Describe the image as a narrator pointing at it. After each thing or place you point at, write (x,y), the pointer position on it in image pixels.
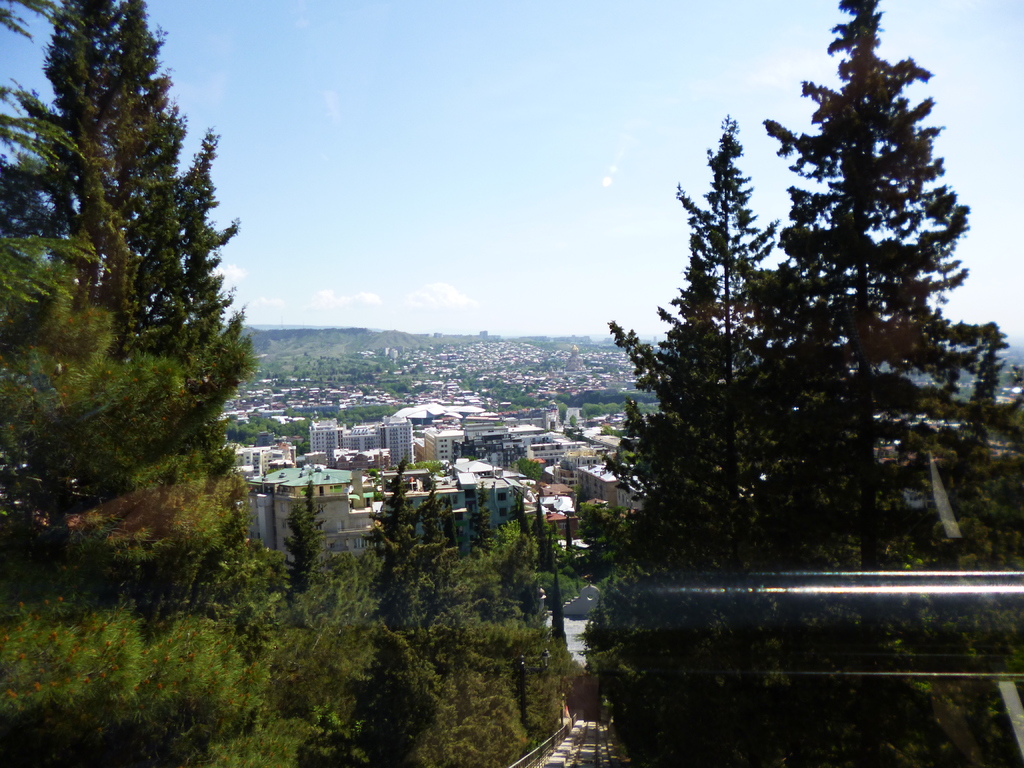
In this image we can see so many trees (436,639). Behind trees (867,503) city view (447,462) is there. The sky (300,119) is in blue color.
